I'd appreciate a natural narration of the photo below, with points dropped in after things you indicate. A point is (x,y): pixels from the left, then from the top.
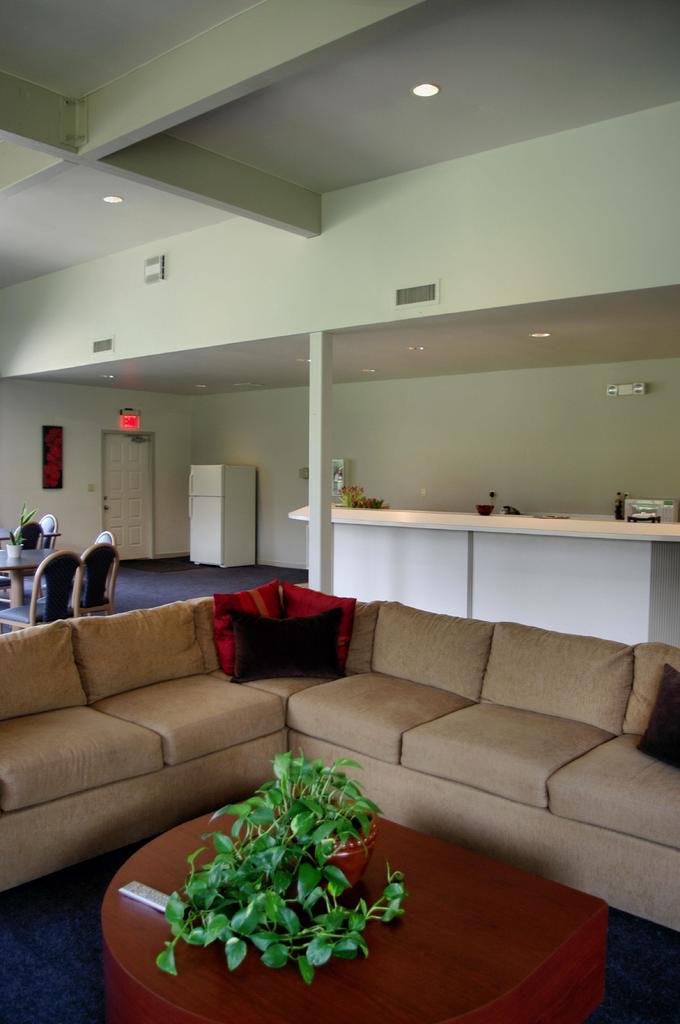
This Image is clicked in a room (584,711) where there are sofas (261,753) in the middle (336,639). There is a table (412,1016) in the bottom (531,973), it has a plant (289,804) on it. There is a dining table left side (56,551). There are lights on the top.
